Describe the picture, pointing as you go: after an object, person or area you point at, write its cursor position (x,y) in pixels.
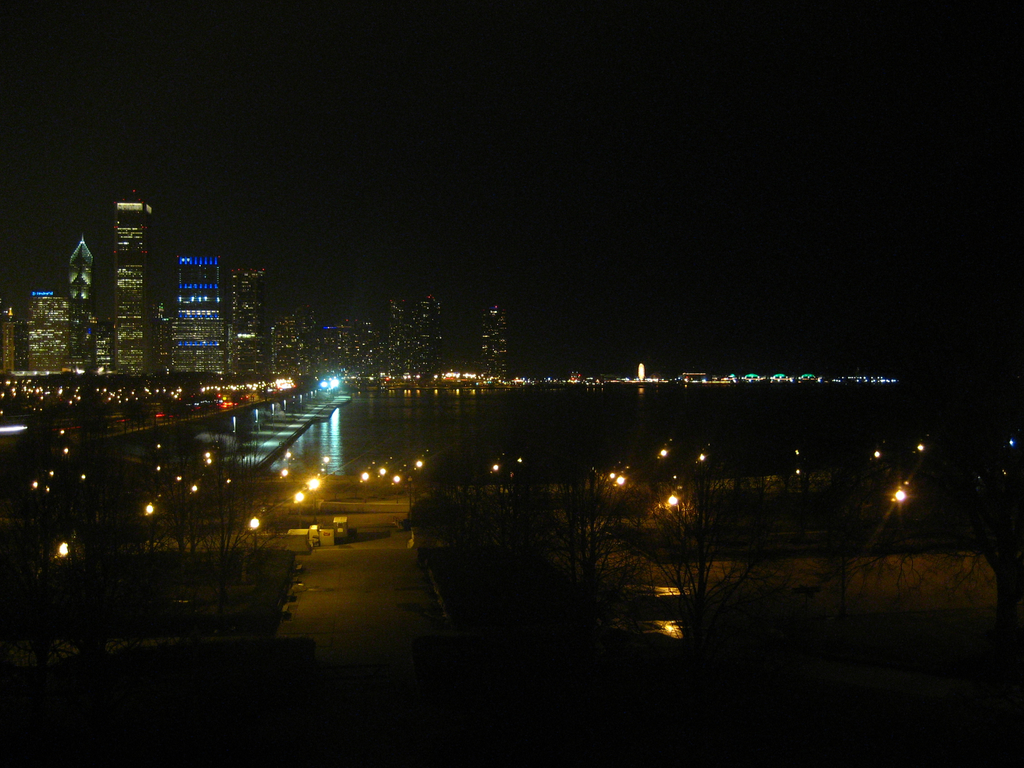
This image consists of trees (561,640), light poles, water (458,426), bridge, houses (236,367), buildings (236,367), towers (416,361) and the sky (588,349). This image is taken may be during night.
